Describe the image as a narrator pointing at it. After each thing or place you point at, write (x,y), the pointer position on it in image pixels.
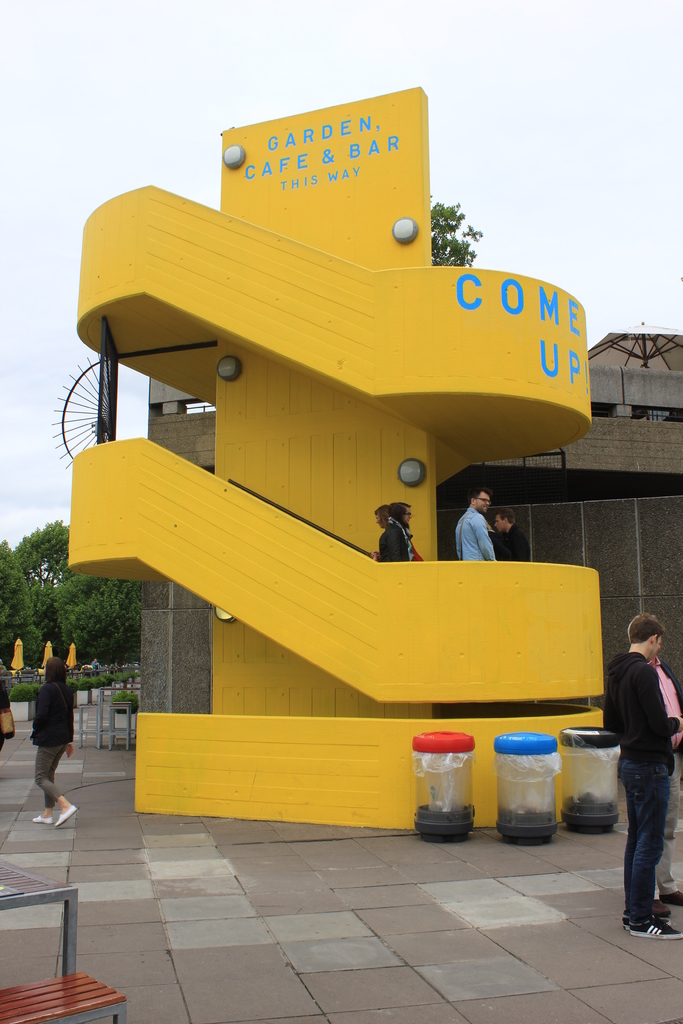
In this picture we can see group of people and few buildings (437,539), beside to the building (518,633) we can find few dustbins (516,774), in the background (115,673) we can see few metal rods (114,688) and trees (95,592), and also we can see a bench (89,981) at the left bottom of the image (65,940).
